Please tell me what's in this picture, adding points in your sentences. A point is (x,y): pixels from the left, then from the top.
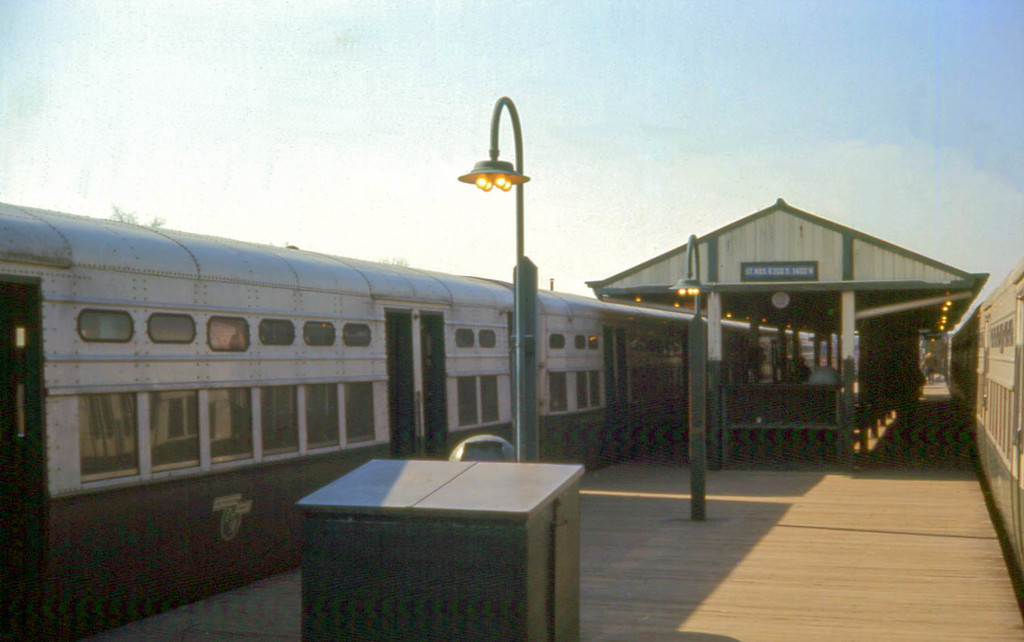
In the picture we can see the wooden box (412,555), light poles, platform (617,603), trains (1008,404) on either side of the image and the plain sky (405,182) in the background (603,119).
